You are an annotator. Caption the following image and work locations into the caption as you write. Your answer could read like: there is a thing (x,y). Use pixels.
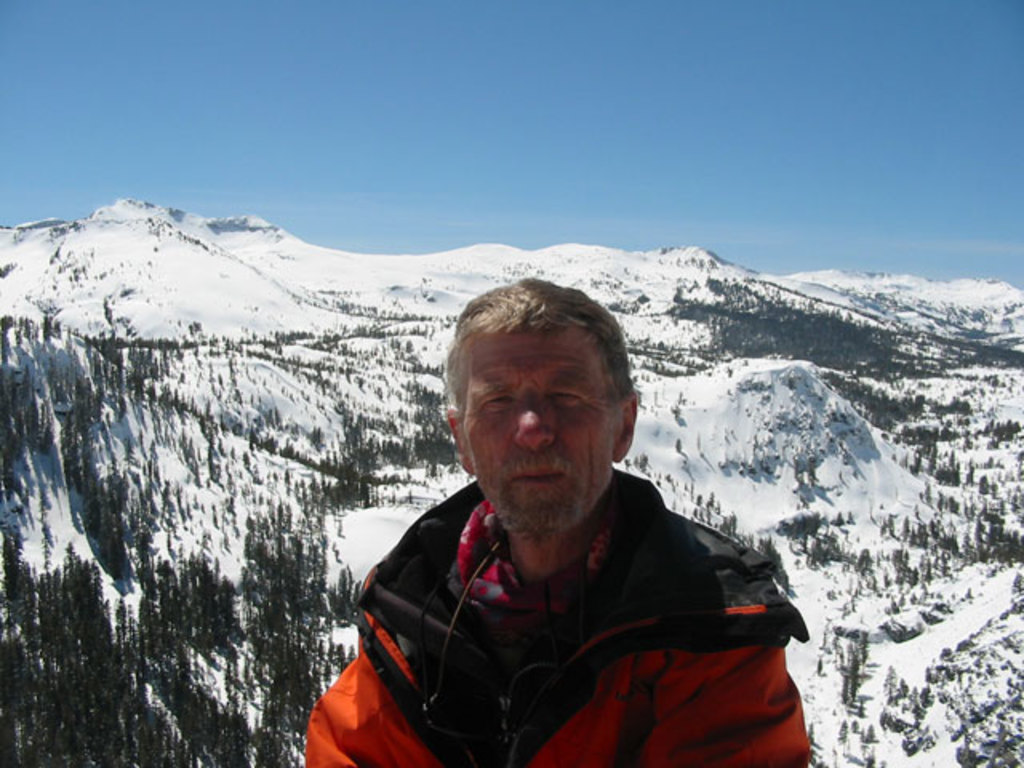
In this picture there is a old man (490,637) wearing red color jacket (620,628) standing and looking into the camera. Behind there is a huge mountain (889,507) with some trees (67,586).
